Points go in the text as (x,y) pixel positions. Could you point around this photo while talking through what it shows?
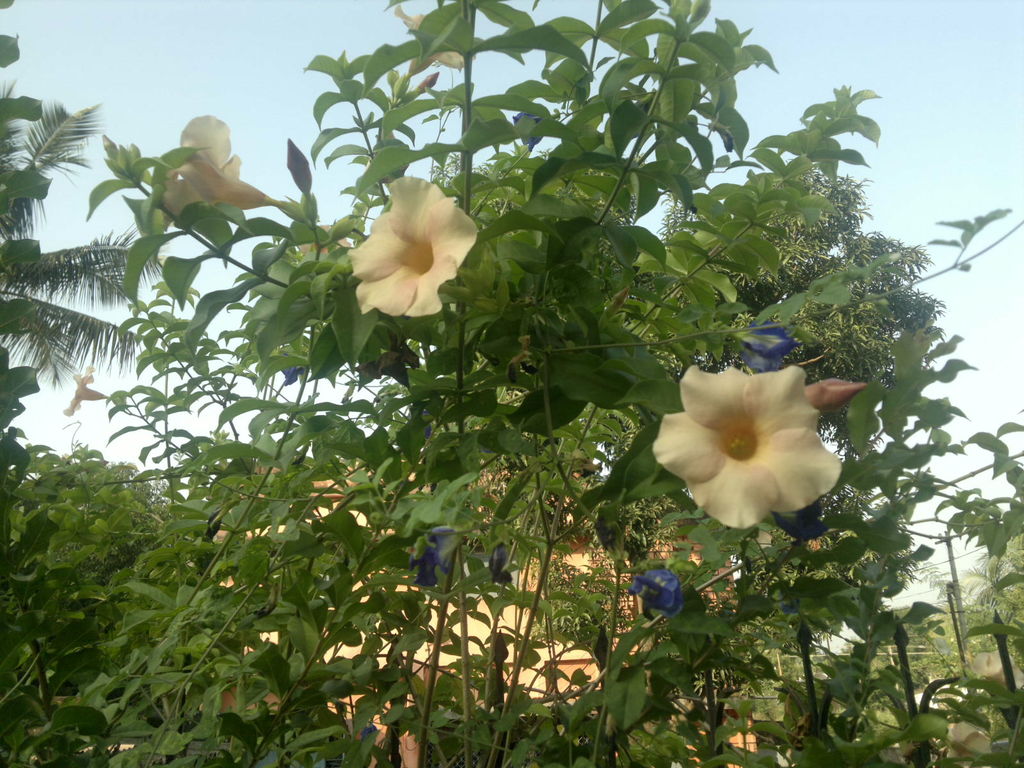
In this image I can see white color flowers (695,381), plants (471,376) and trees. In the background (315,93) I can see the sky (270,86).
